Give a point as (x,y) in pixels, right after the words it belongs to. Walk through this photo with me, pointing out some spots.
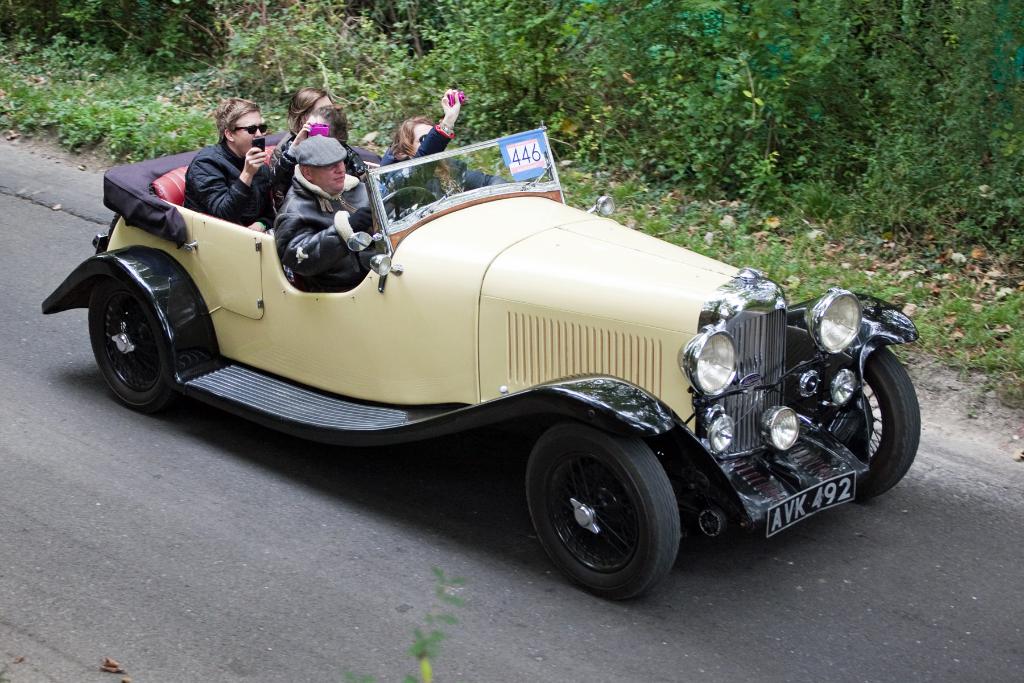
Here we can see a group of people (329,159) travelling in a Vintage car (465,253) on a road (499,492) and beside them we can see plants (440,87) present.
